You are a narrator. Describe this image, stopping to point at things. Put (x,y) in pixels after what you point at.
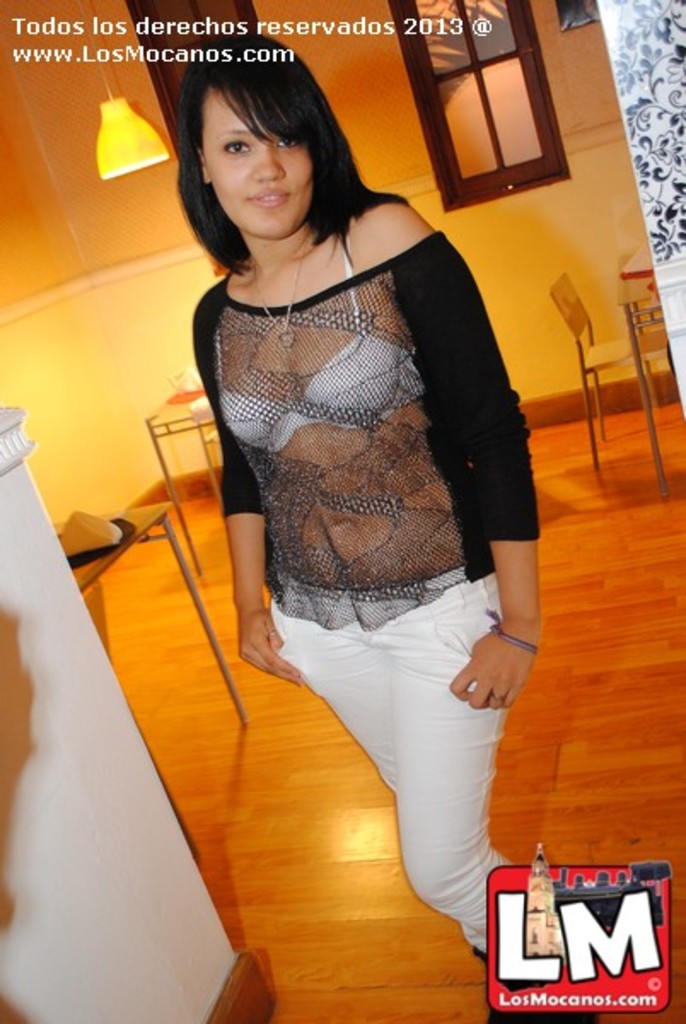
In this image I can see a woman (297,462) is standing and smiling. In the background (92,152) I can see a wall (508,331), a chair (593,358), tables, lights (119,134) and a window (484,140). I can also see watermarks (594,963) on the image. On the left side (34,832) I can see a white color object (79,782) on the floor (249,941).
